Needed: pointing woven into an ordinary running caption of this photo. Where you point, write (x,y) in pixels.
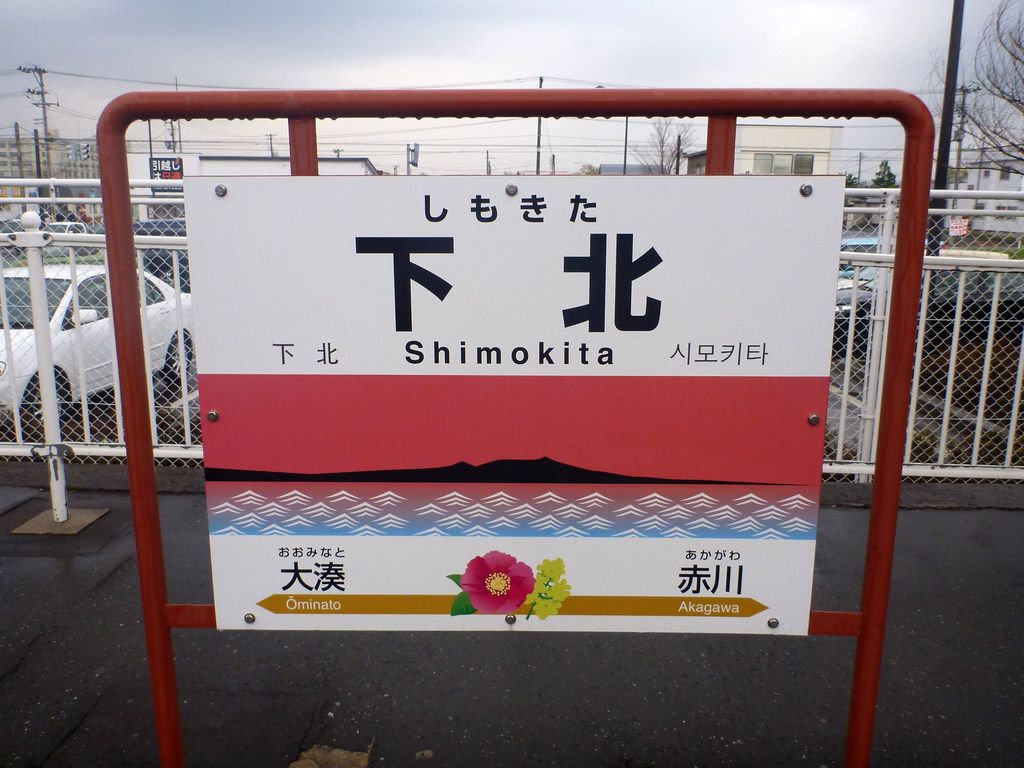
In front of the image there is a board (550,356) with some text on it. There is a pole (887,361). There is a metal fence (835,363). In the background of the image (7,402) there are cars (189,295). There are current poles (47,137) with wires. There are buildings (742,127), trees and sky (365,32).
